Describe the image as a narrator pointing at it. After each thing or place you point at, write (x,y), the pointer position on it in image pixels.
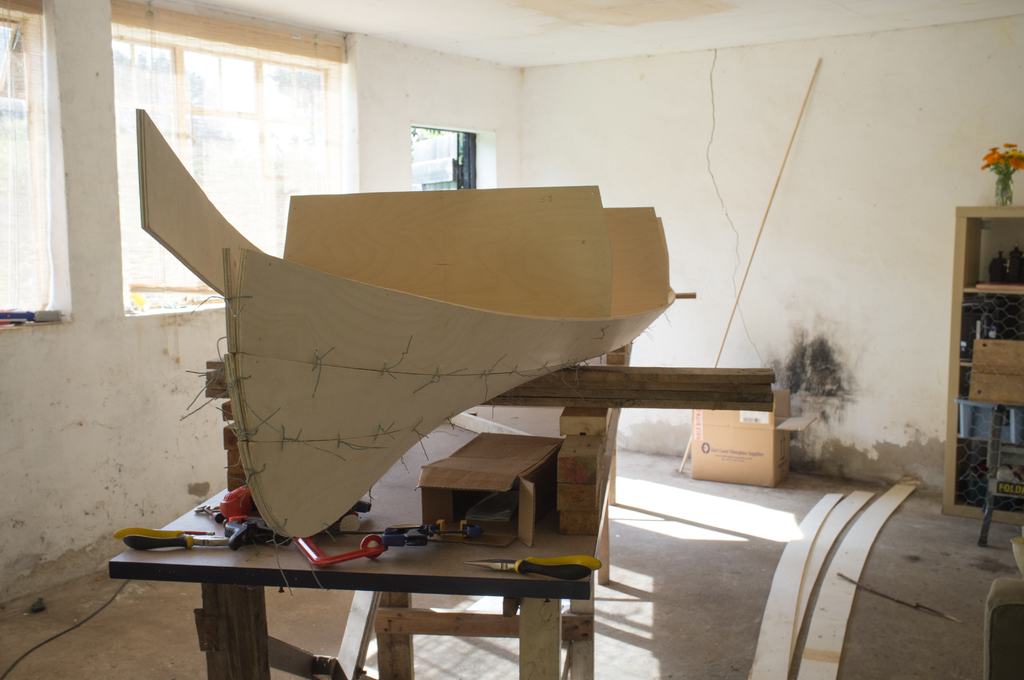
This is an image of the room (836,196) with windows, also there is a cardboard box (761,440) on the floor (910,617) beside that there is a shelf (955,267) with flower vase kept on the top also there is a table (224,563) with a wooden boat hull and some tool items (462,529).
